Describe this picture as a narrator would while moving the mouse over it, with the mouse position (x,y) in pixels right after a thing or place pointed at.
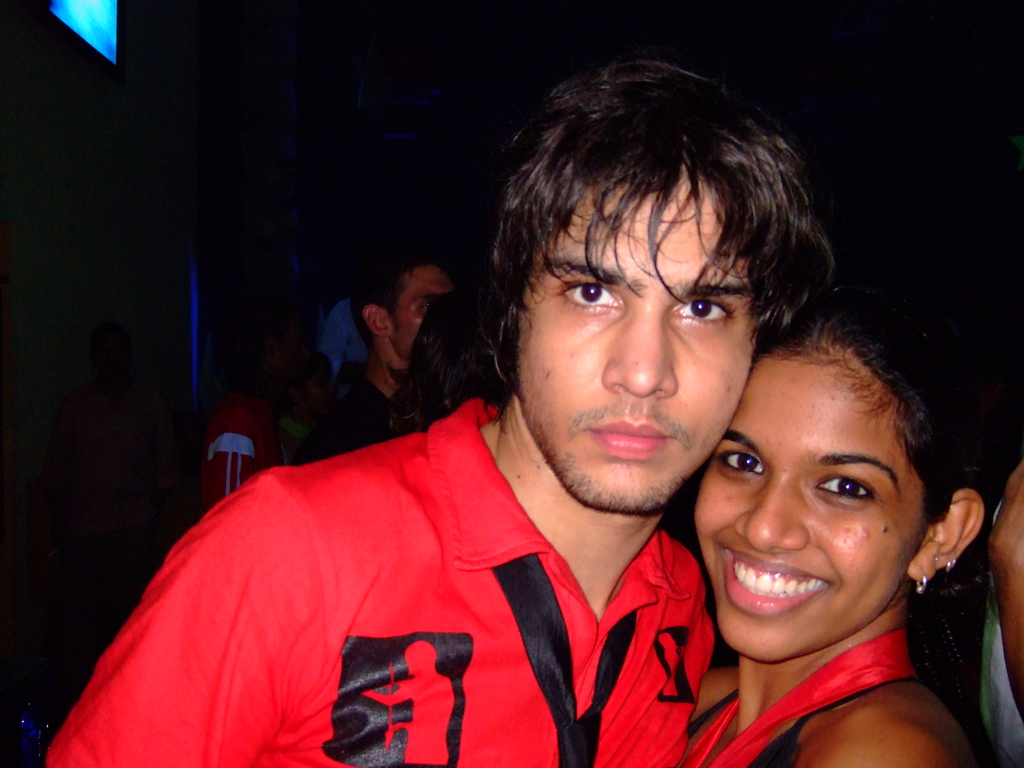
In the foreground of the picture (862,376) I can see two persons (882,577). There is a woman (818,751) on the right side (820,380) and she is smiling. I can see a man (467,702) on the left side (261,550) wearing a red color T-shirt (407,533). In the background (361,381), I can see a few persons (457,393). It is looking like a television (108,1) on the wall (134,72) on the top left side of the picture (91,6).
